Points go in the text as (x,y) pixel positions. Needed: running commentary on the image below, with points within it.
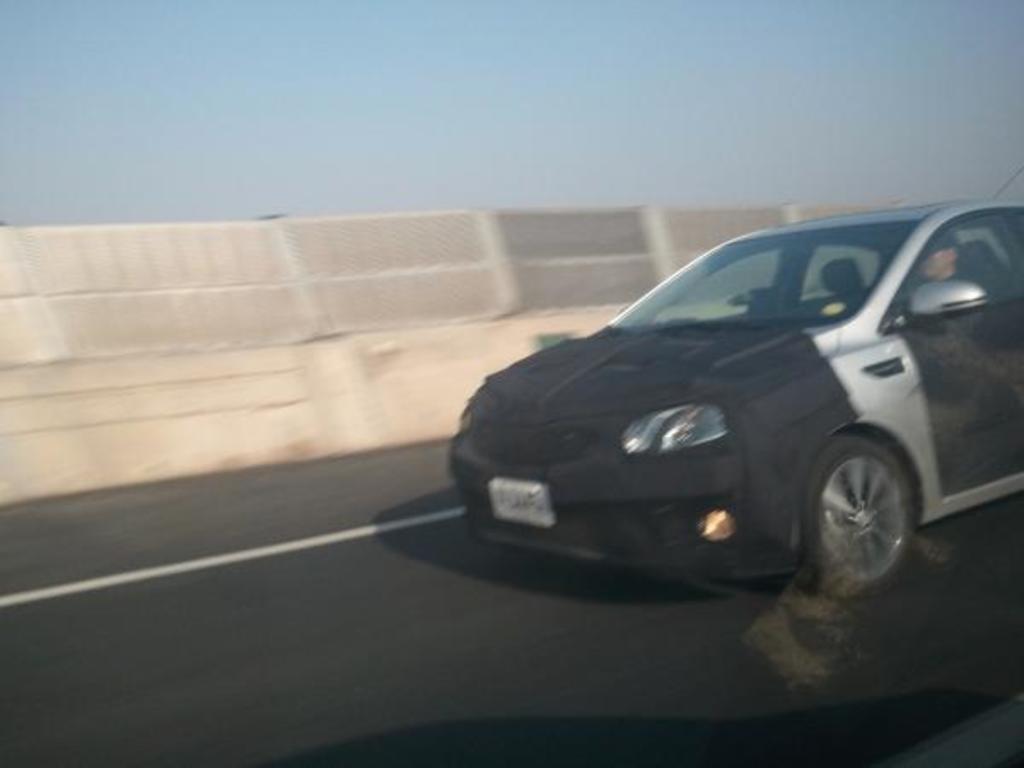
In this picture we can observe a car (567,447) on the road (488,572). The car (691,448) is in black color. In the background (545,309) we can observe a wall (226,295) and a sky (361,138).
